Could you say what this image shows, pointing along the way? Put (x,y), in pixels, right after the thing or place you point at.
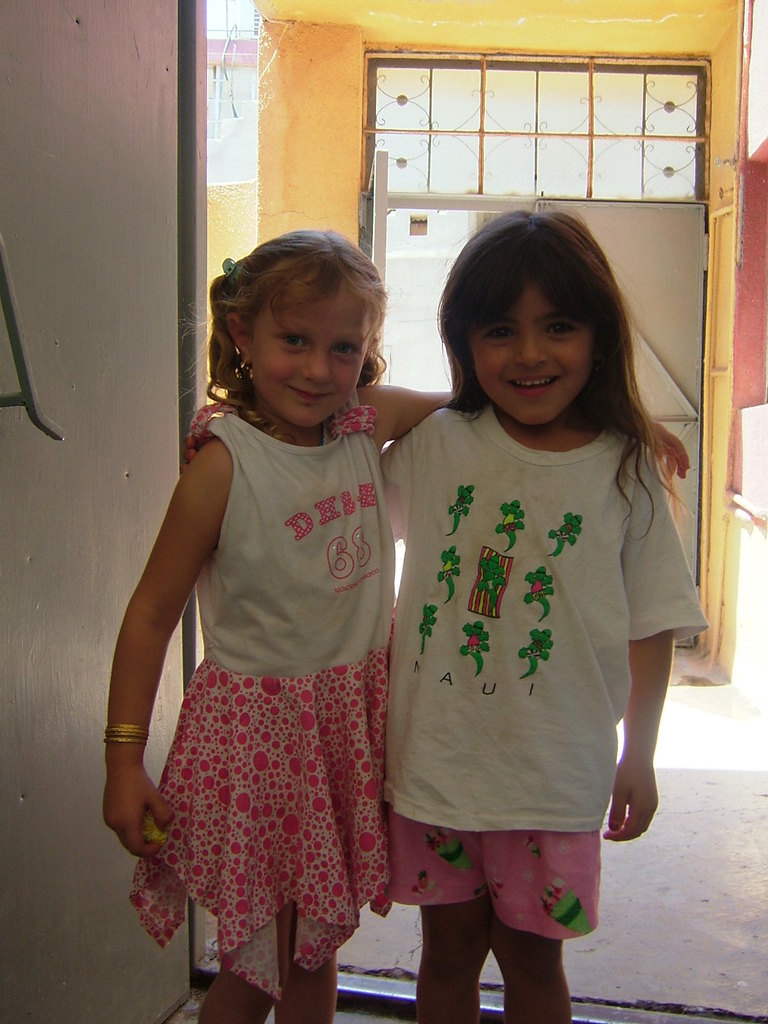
In this image there are two girls (398,650) standing, there is a wall (758,160) towards the right of the image (757,212), there is a door (75,501) towards the left of the image (94,462), there is a wall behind the girls (619,334), there is ground (660,899) towards the bottom of the image (638,959).
